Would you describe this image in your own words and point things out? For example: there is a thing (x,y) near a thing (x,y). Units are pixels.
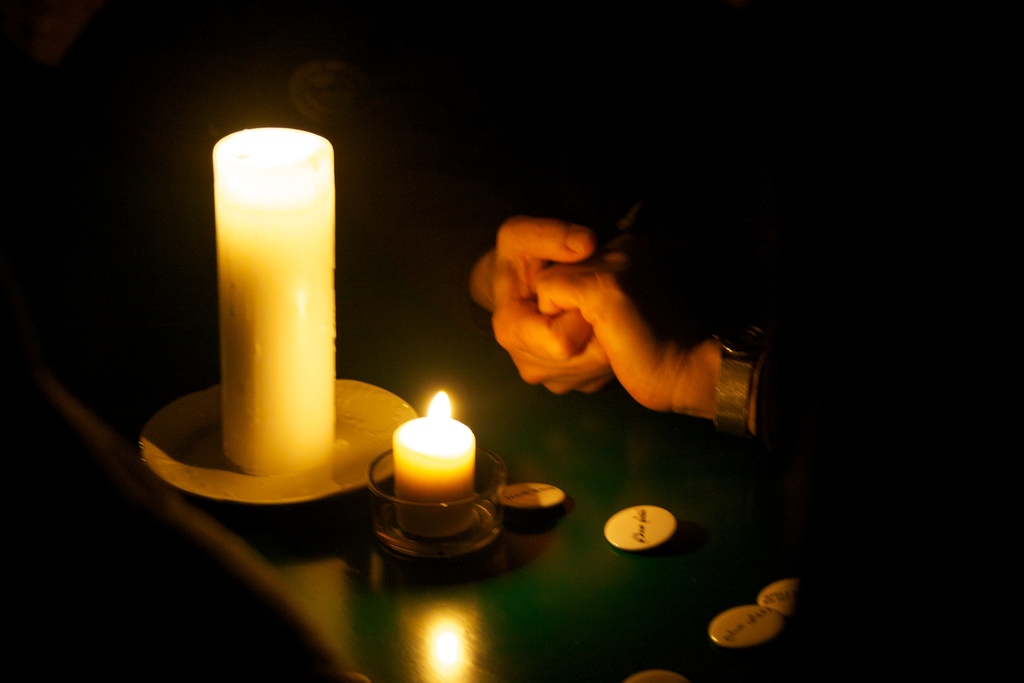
On the left side (327,290), there are two candle lights (442,447) arranged on the green color table (467,565). In the background (731,375), there is one person (509,350) clasping hands (607,306). And the background (647,78) is dark in color.
